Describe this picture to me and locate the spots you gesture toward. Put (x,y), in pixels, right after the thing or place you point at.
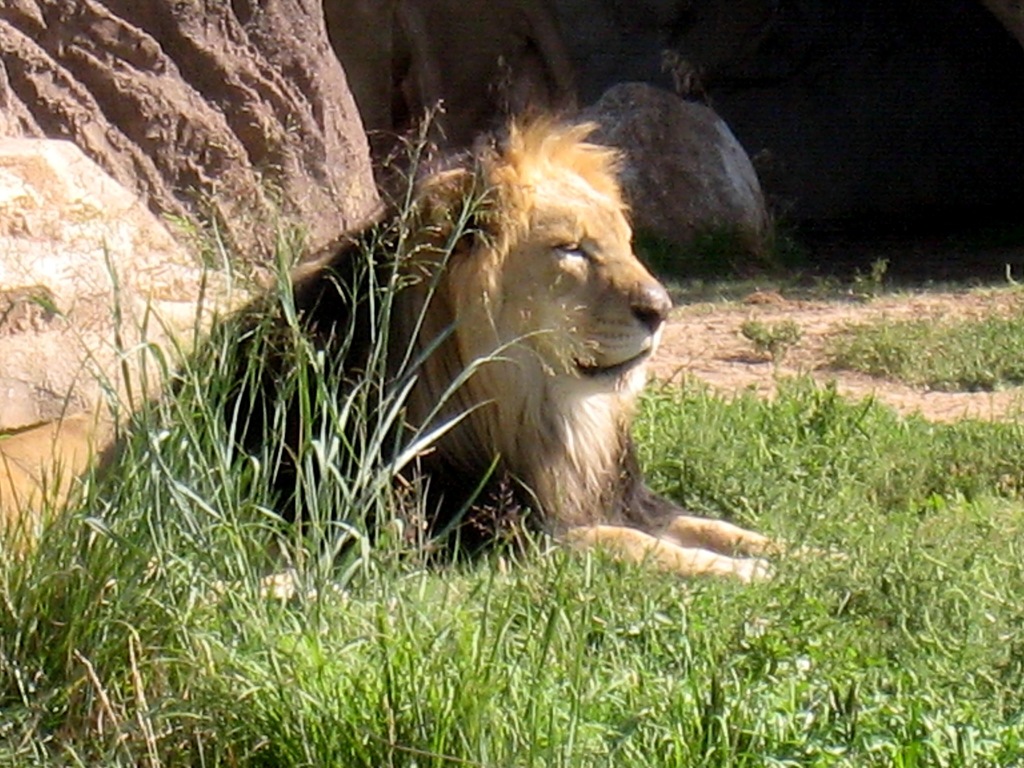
This is the picture of a lion (493,402) which is on the grass floor (757,431) and behind there are some rocks (15,231).
